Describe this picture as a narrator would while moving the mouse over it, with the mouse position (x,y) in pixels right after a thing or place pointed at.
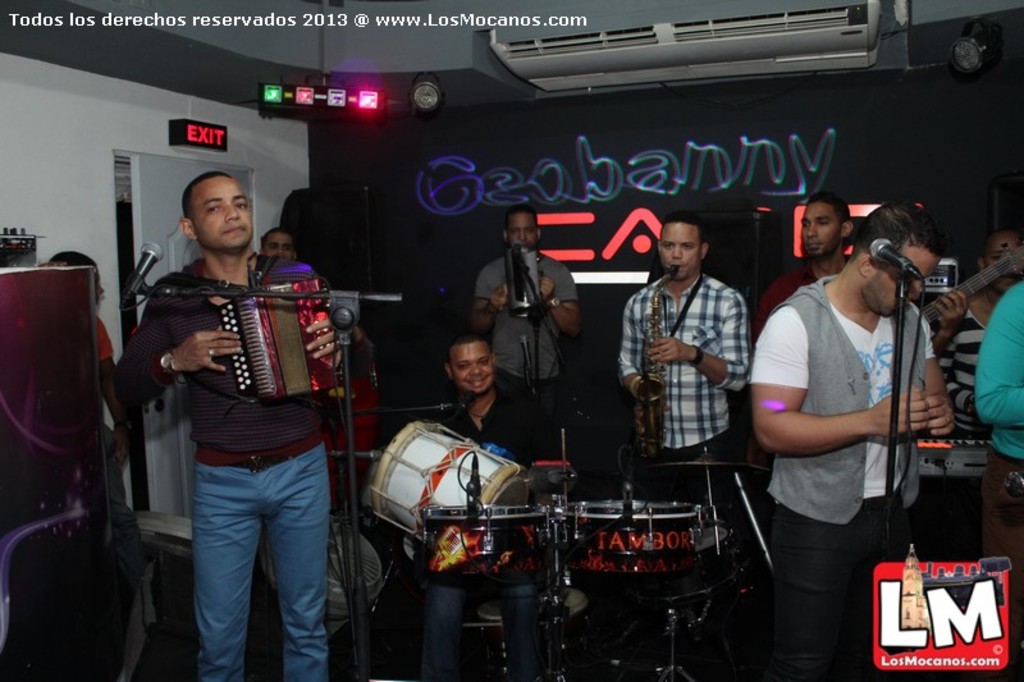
In this picture we can see some group of people (820,342) playing musical instruments (268,344) such as saxophone (658,327), drums (439,475), accordion (298,347) and in front of them we have mic (899,258) and in the background (599,175) we can see some name (688,153), light (325,102), exit door (149,172).
